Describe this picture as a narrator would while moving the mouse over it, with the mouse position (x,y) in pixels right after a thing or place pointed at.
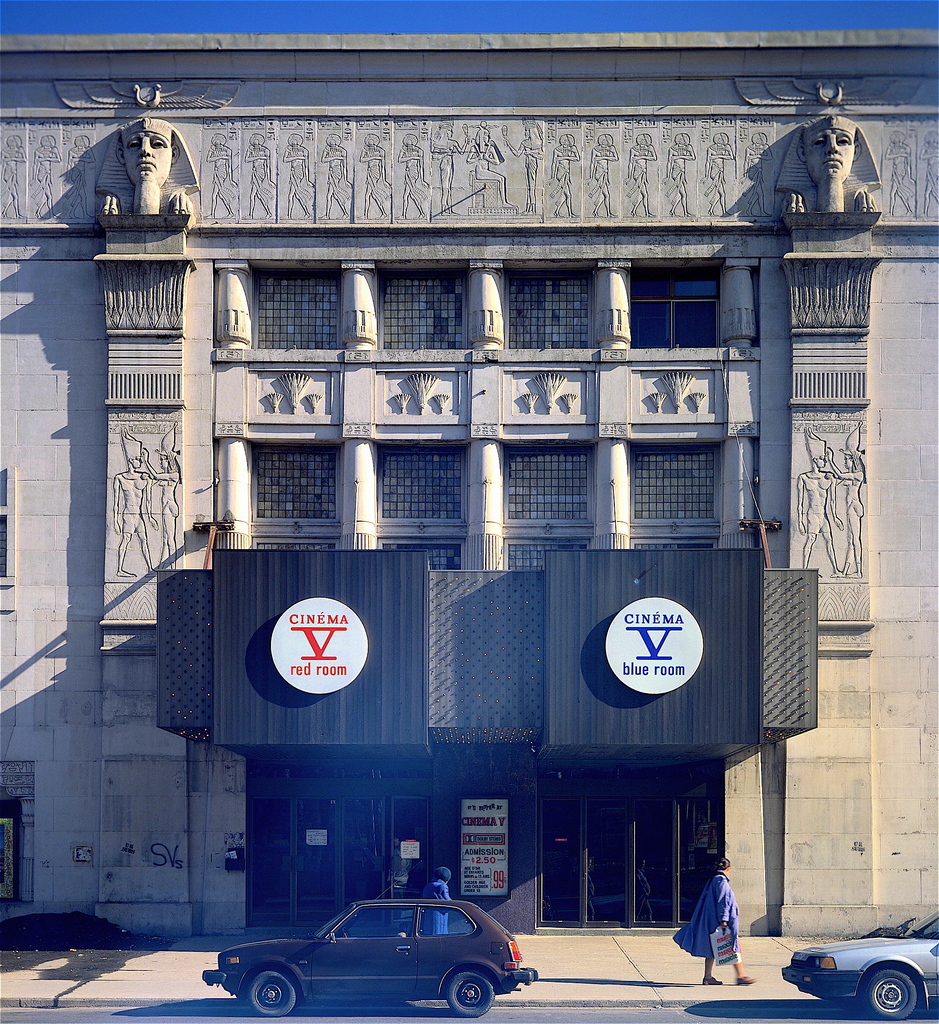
In this picture there is a building (542,391) which has few sculptures (666,375) on the walls (765,873) of the building (517,258) and there are two persons (447,890) and vehicles (390,933) in front of it.
